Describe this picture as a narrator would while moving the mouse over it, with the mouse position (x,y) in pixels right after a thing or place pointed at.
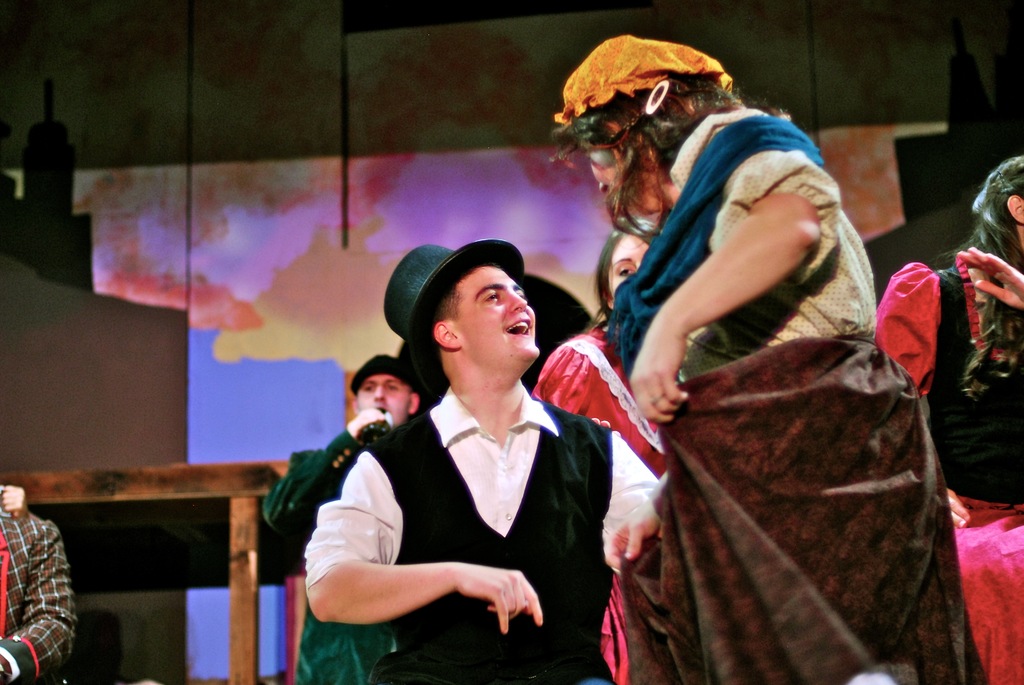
In this picture we can see some people (774,402) are standing, on the left side (240,542) there is a table (240,534), it looks like a wall (114,286) in the background (126,188), a man (501,441) in the front (471,348) wore a cap (446,286).
